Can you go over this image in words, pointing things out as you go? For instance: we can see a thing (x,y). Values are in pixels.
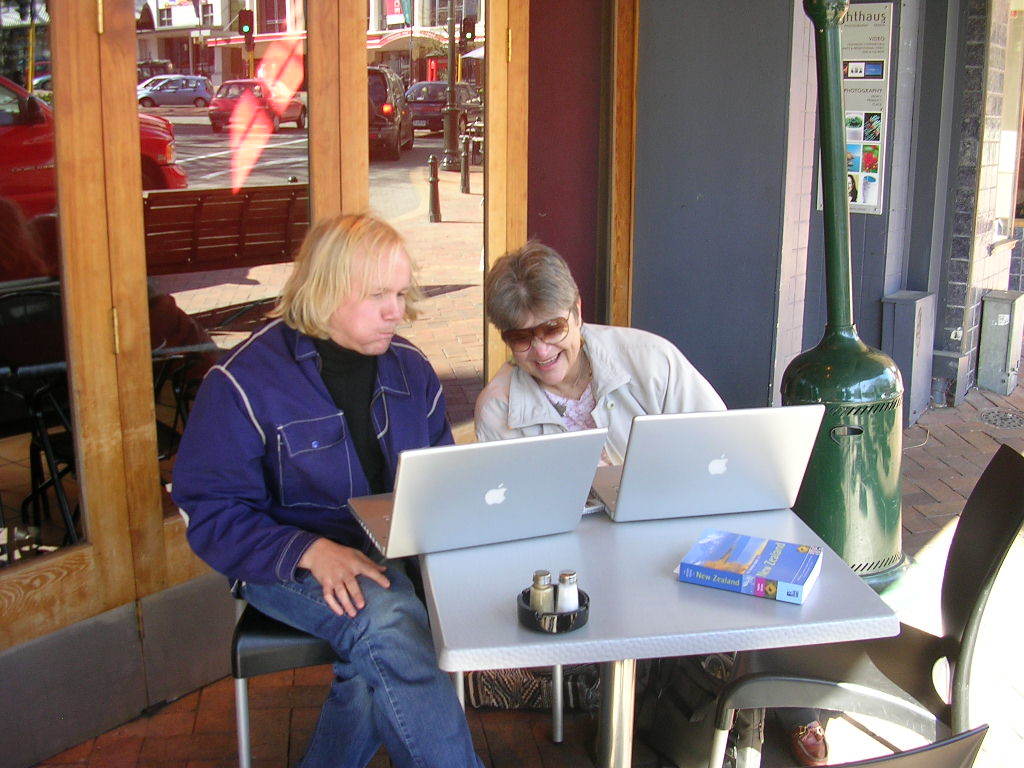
there are 2 people (404,374) sitting. in front of them there are 2 laptops (646,486), a book (707,561) on the table (662,594). behind them there are doors (312,97).
